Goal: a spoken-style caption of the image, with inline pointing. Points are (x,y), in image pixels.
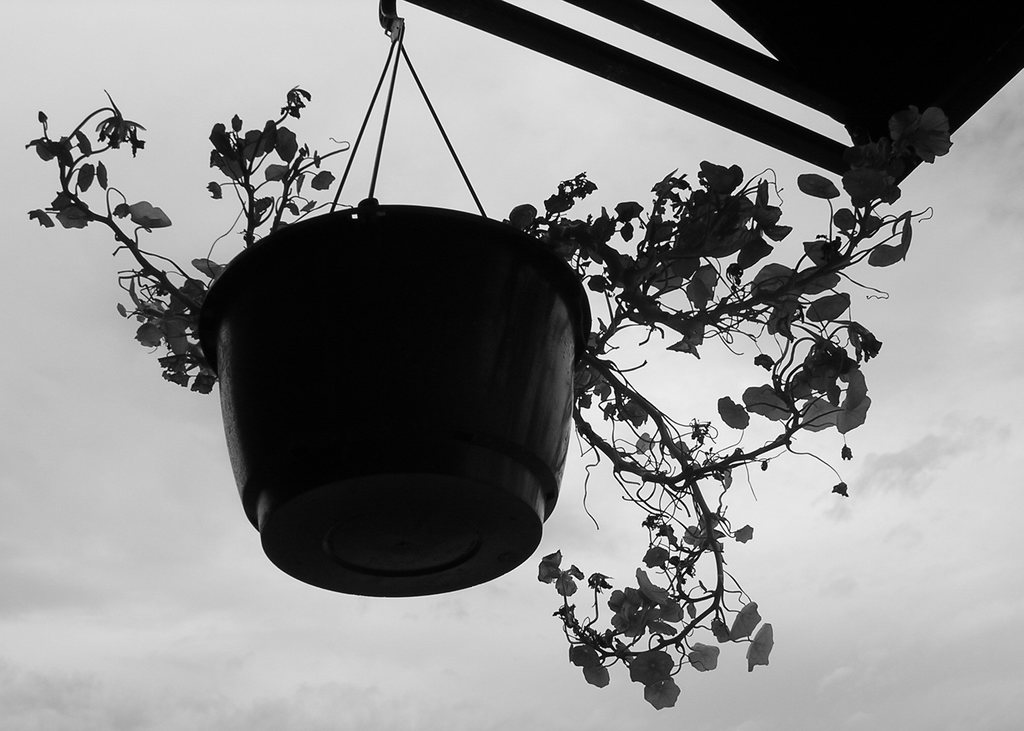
In this picture we can see the plant pot (465,368), hanging on the shed (706,88). Behind there is a sky (372,153) and clouds (81,614).
